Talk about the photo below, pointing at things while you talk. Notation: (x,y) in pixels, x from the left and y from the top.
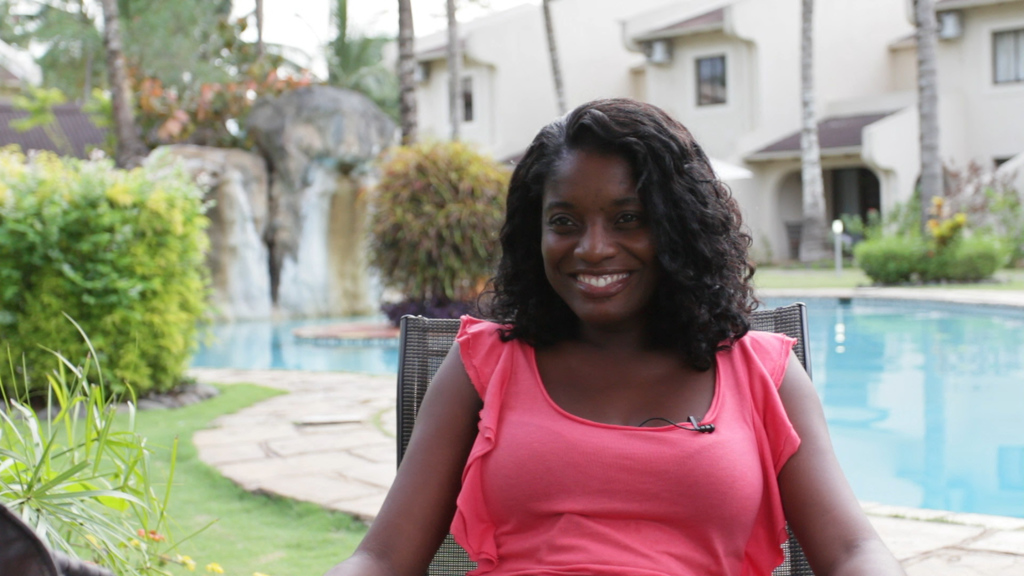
In this image I can see a woman (580,404). The woman (588,417) is sitting on a chair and smiling. In the background (458,297) I can see a swimming pool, trees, plants (414,214) and the grass (188,471). I can also see a building (741,70).
